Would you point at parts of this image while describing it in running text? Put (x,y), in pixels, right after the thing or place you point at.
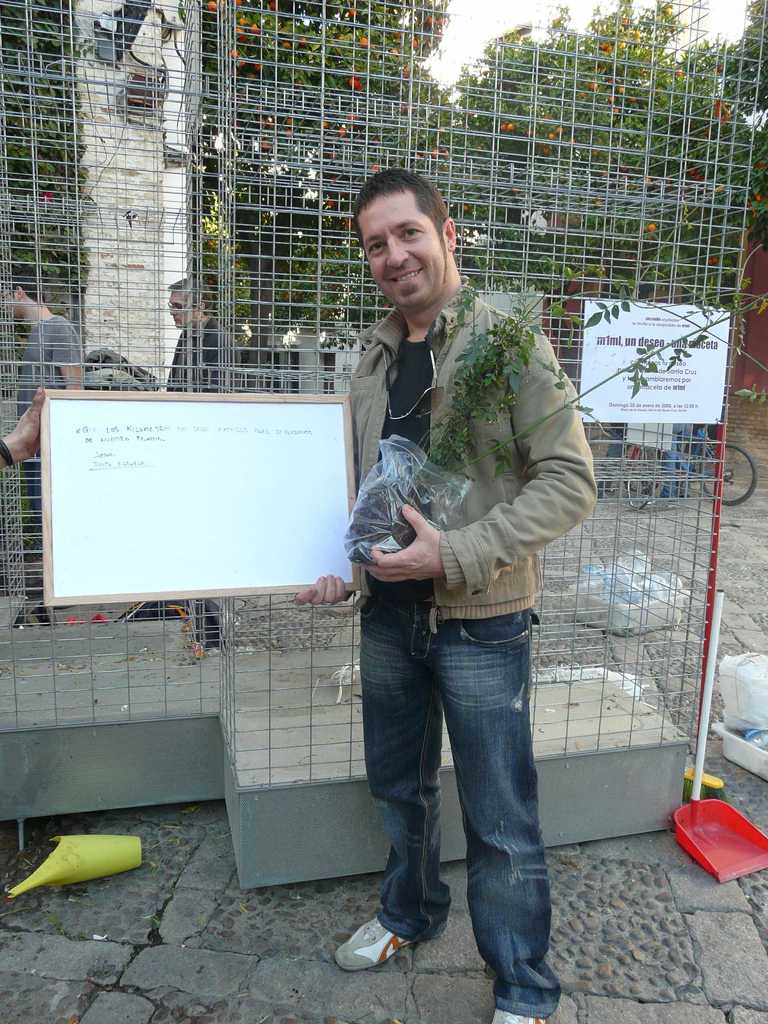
This is an outside view. Here I can see a man (462,601) standing, holding a plant (444,457) and a board (272,547) in the hands (410,521), smiling and giving pose for the picture. On the left side (11,441), I can see another person's hand (17,441) holding this board (141,449). At the bottom (710,840) there are few objects (706,830) placed on the floor (111,933). At the back of this man (432,317) there is a net (206,177). In the background (170,307), I can see few people (56,339) are standing facing towards the left side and there is a pillar (117,215). In the background (360,158) there are many trees (414,136). On the right side (730,447) there are two bicycles (730,472).
